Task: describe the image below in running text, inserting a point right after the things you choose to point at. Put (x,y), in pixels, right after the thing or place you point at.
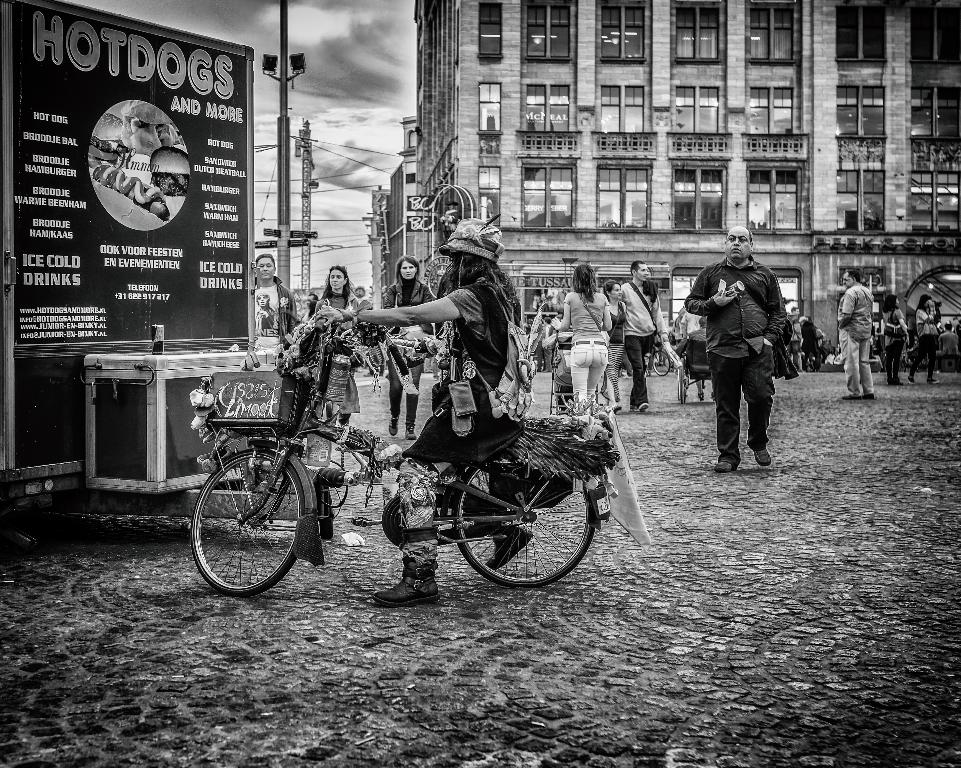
In this image I can see a woman (461,439) riding a bicycle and wearing bag (511,364) and cap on her head (474,270). In the background (506,240) I can see a building (745,142) and one pole (285,151). On the right side of the image (734,361) I can see a man (743,330) walking and wearing a shirt (732,343). In the background (679,323) there are some more people (598,303) doing different activities. on the left side of the image (127,352) I can see a board (117,176) and one box (144,433).
